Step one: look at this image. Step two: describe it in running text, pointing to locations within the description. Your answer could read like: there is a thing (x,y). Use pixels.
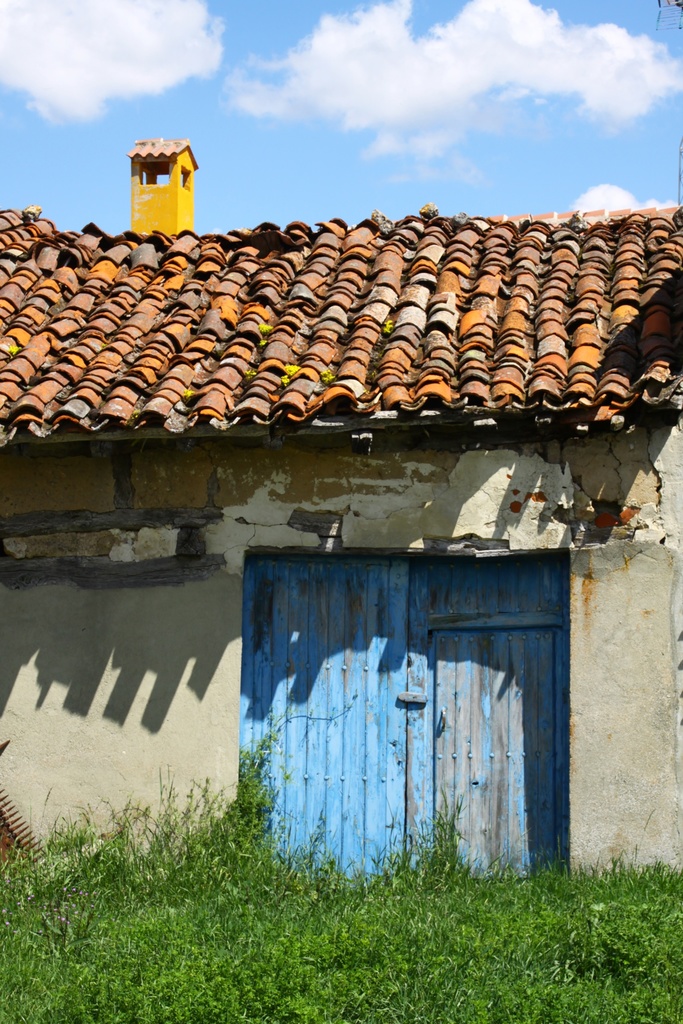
In this image in the center (275,375) there is a house (301,296), and at the bottom (314,950) there is grass (506,909) and in the center (419,626) there is door (507,610) and at the top (291,135) there is sky (285,155).
